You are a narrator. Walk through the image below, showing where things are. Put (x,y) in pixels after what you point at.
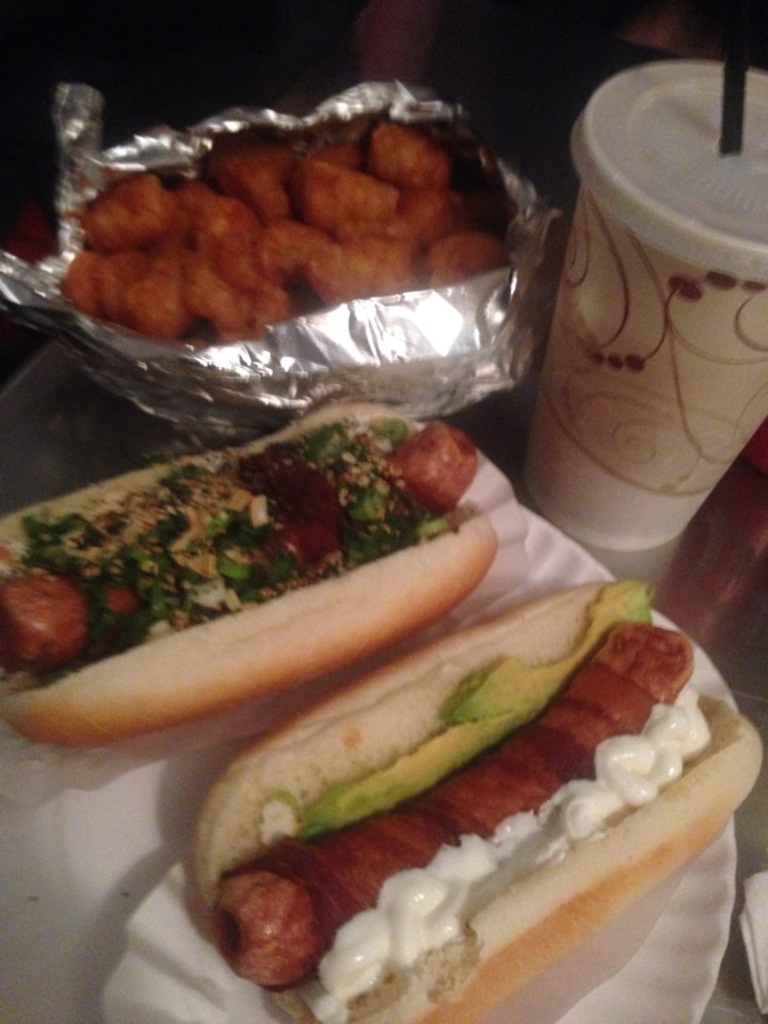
In this image I can see the plate (220,754) with food (288,734). To the side I can see the cup (716,296) and the food (219,310) in the aluminium foil (260,382). These are on the brown color surface (683,614).
